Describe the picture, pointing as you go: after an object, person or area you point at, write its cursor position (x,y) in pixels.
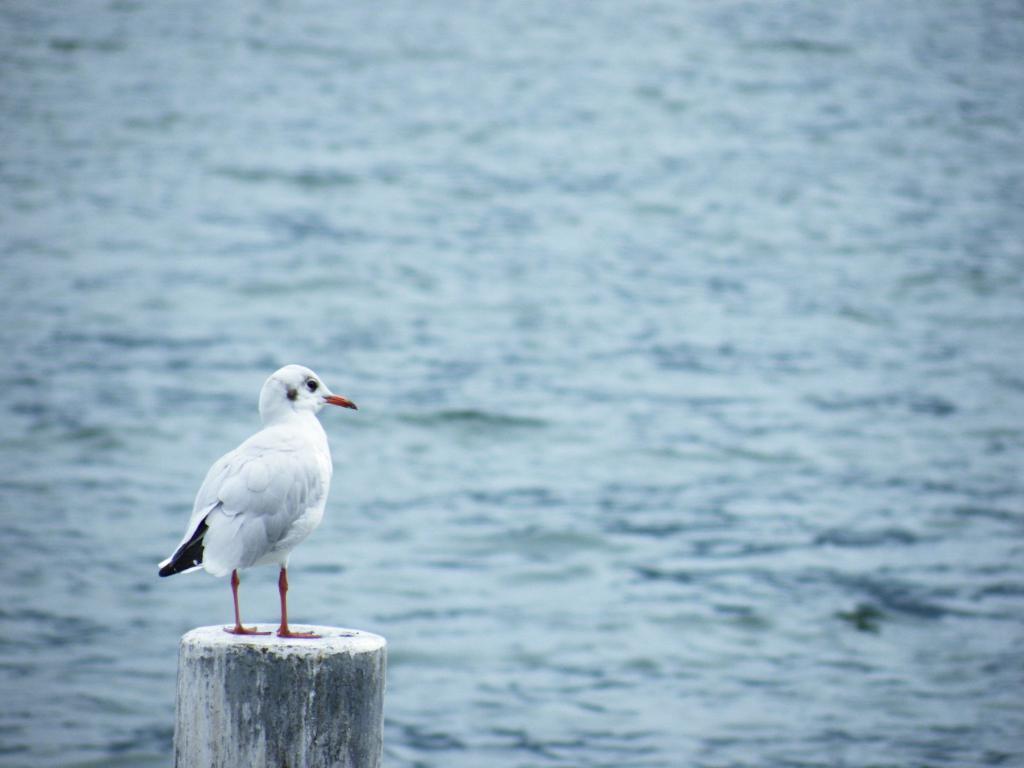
On this wooden stand (245,637) there is a bird (290,507). Background (709,238) we can see water (753,332).
